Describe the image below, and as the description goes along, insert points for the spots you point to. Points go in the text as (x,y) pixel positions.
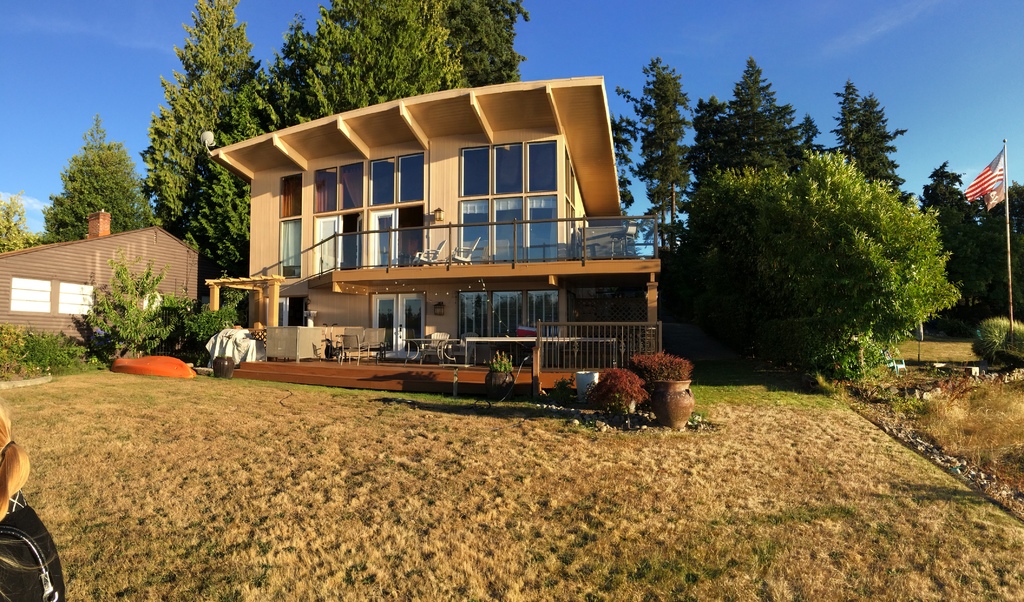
In this image I can see few plants (228,320) and trees (711,325) in green color. I can also see few buildings (525,249) in brown color, chairs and tables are also in brown color and I can also see few glass windows (532,218), right I can see a flag (991,189) in red, white and blue color. Background (609,14) the sky (682,60) is in blue color.
